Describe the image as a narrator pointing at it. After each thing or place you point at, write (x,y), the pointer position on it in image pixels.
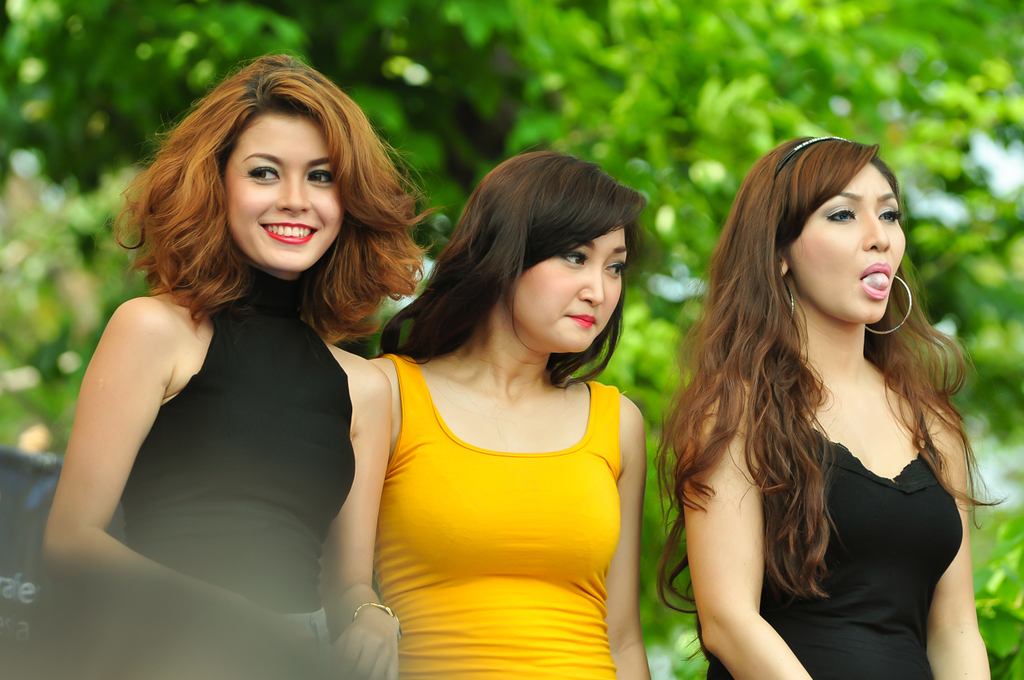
In the image three women (933,581) are standing. Behind them there are some trees (3,89).
